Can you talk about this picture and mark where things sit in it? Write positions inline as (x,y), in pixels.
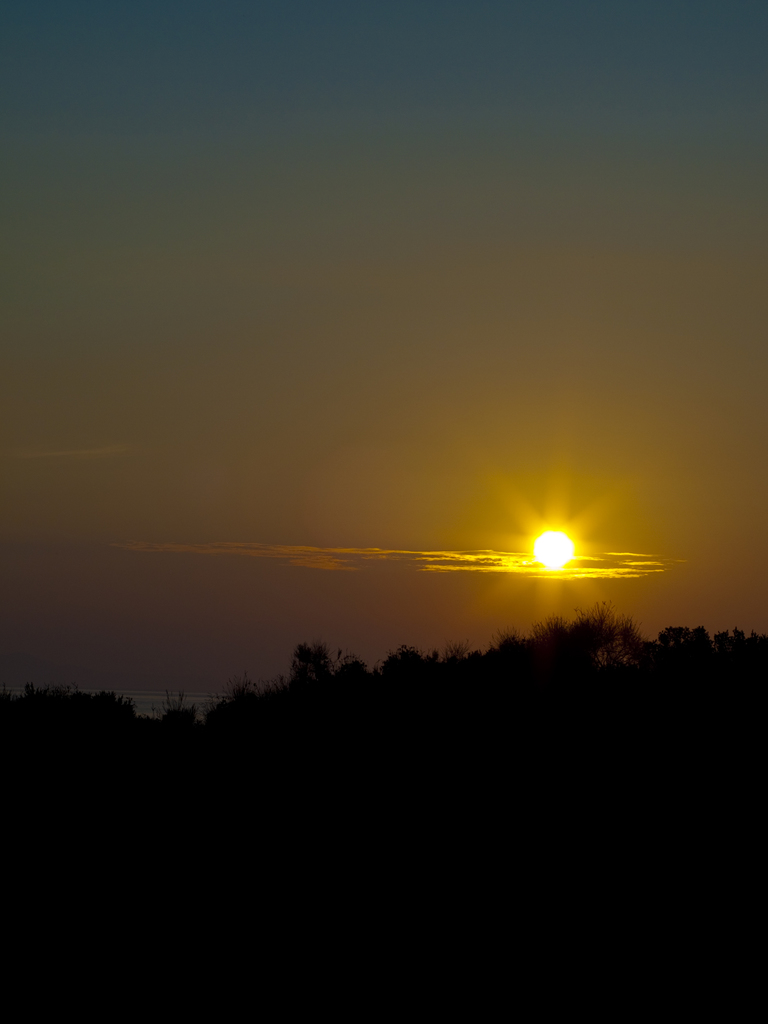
In this image, we can see the sky (356,472), sun (564,538). Here we can see few plants (284,719). At the bottom of the image (352,729), we can see dark view.
